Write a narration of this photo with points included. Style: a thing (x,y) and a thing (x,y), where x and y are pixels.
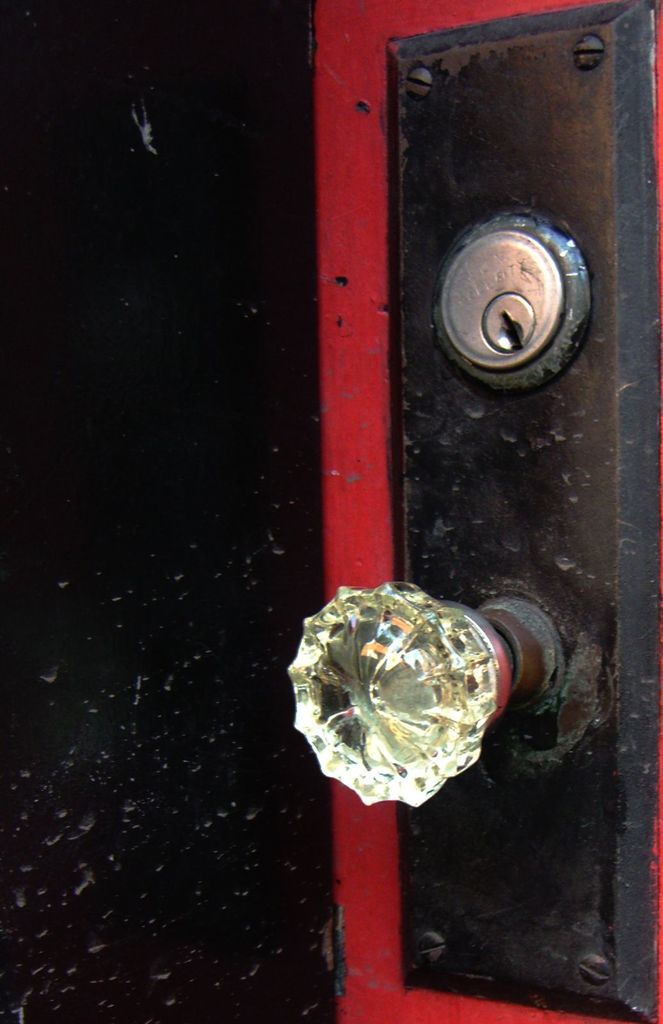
In this picture we can see holder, key panel (512,199) and black object (232,399) with red color strips (326,49).
